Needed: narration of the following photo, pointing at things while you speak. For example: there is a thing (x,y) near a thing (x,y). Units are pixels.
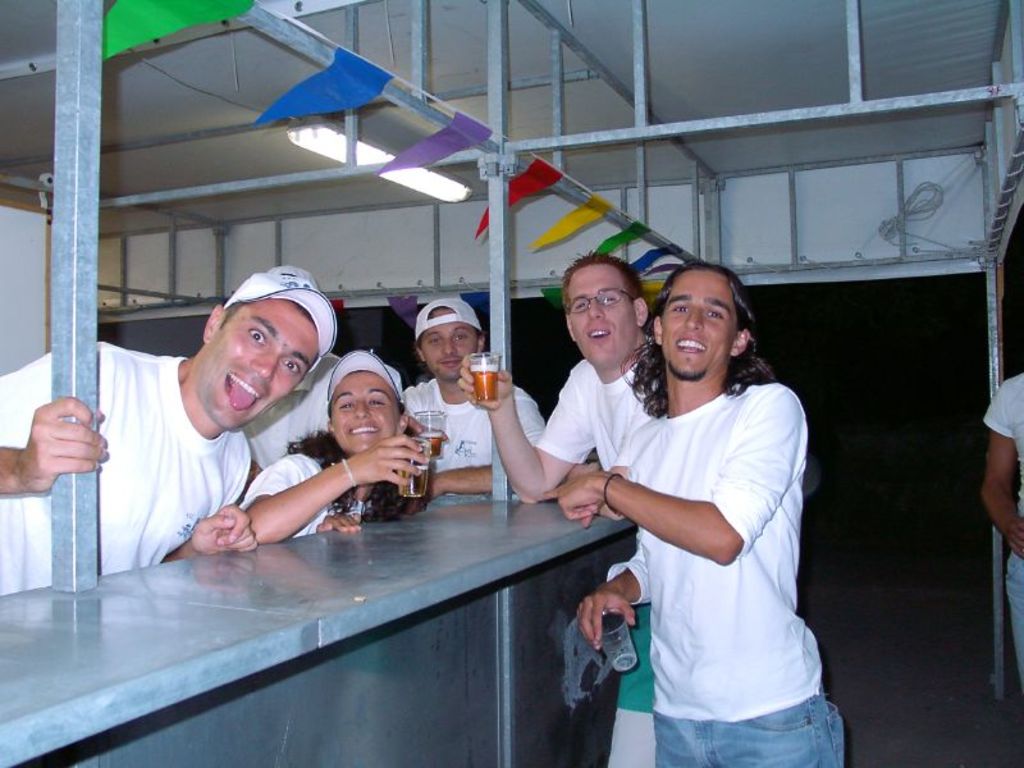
In the image there are few people (613,504) smiling, all wore white t-shirt (708,449), some holding plastic cups (405,486) in their hands (507,372).
